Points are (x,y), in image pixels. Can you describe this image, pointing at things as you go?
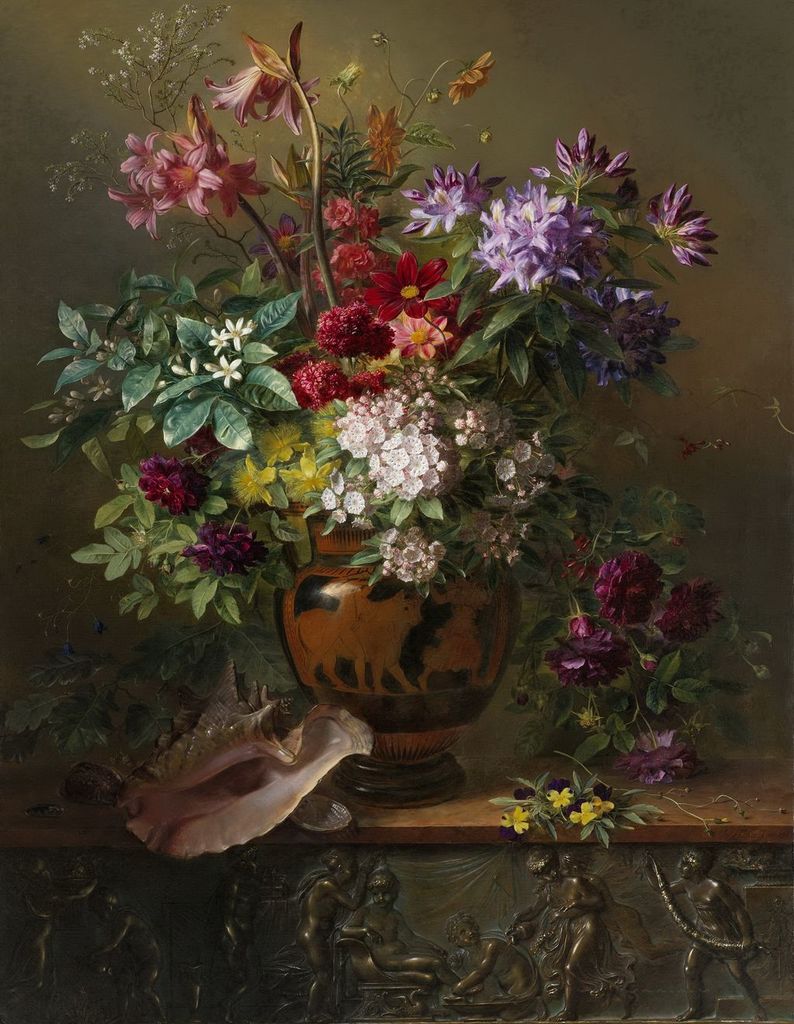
In this picture we can see carvings (331,891), plants (434,420) with flowers (463,412) in a pot (431,773), some objects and in the background (522,39) we can see the wall (717,302).
